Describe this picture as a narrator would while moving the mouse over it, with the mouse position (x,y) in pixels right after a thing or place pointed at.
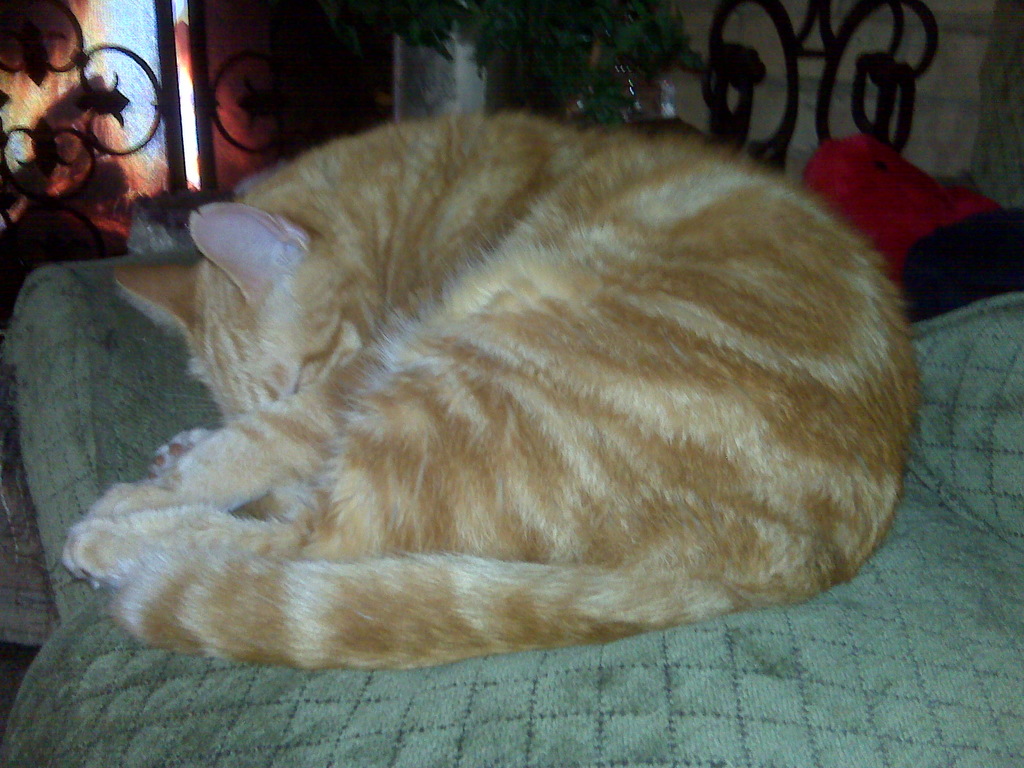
There is a brown cat (378,525) lying on something (799,625). In the back (881,60) there are railings (902,72). Also there is a plant (624,51).
